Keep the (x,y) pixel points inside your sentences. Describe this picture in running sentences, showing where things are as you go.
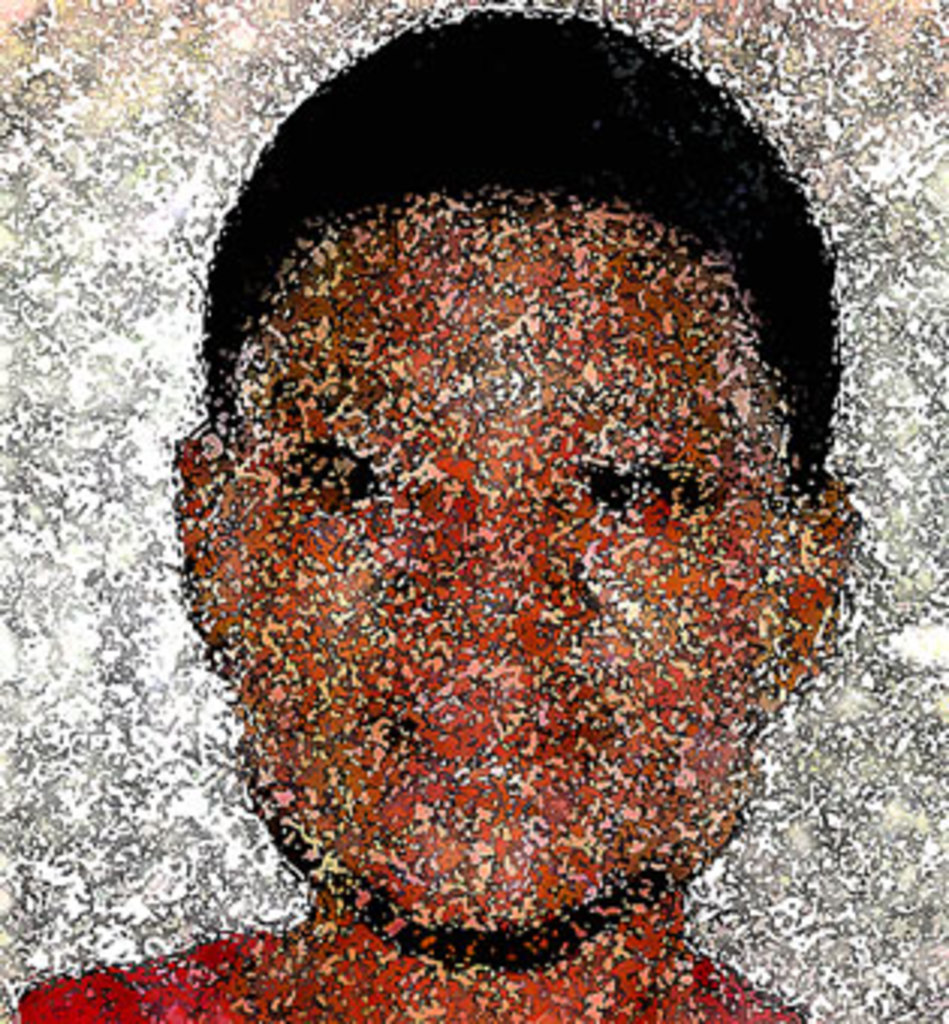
In this image we can see a photograph (306,319) of a person (306,319), and the borders (677,11) are white in color.
